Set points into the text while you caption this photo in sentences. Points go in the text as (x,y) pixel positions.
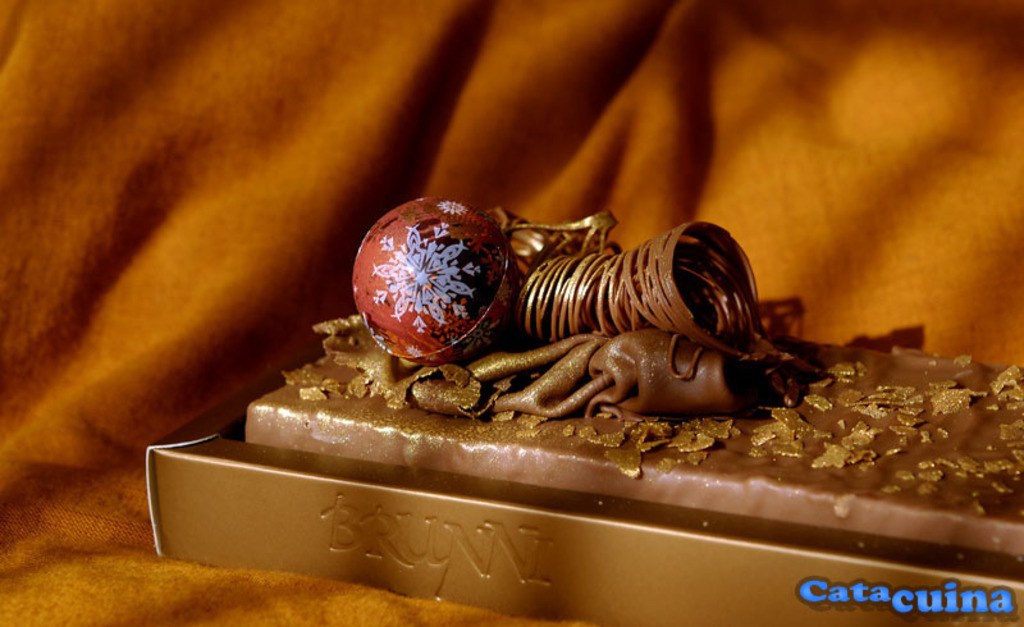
In this image, we can see a chocolate bar (598,452) with toppings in the box (273,567). This box (273,567) is placed on the cloth (108,497). Background (395,95) there is a blur view. On the right side (836,593) bottom corner, we can see some text (860,599).
